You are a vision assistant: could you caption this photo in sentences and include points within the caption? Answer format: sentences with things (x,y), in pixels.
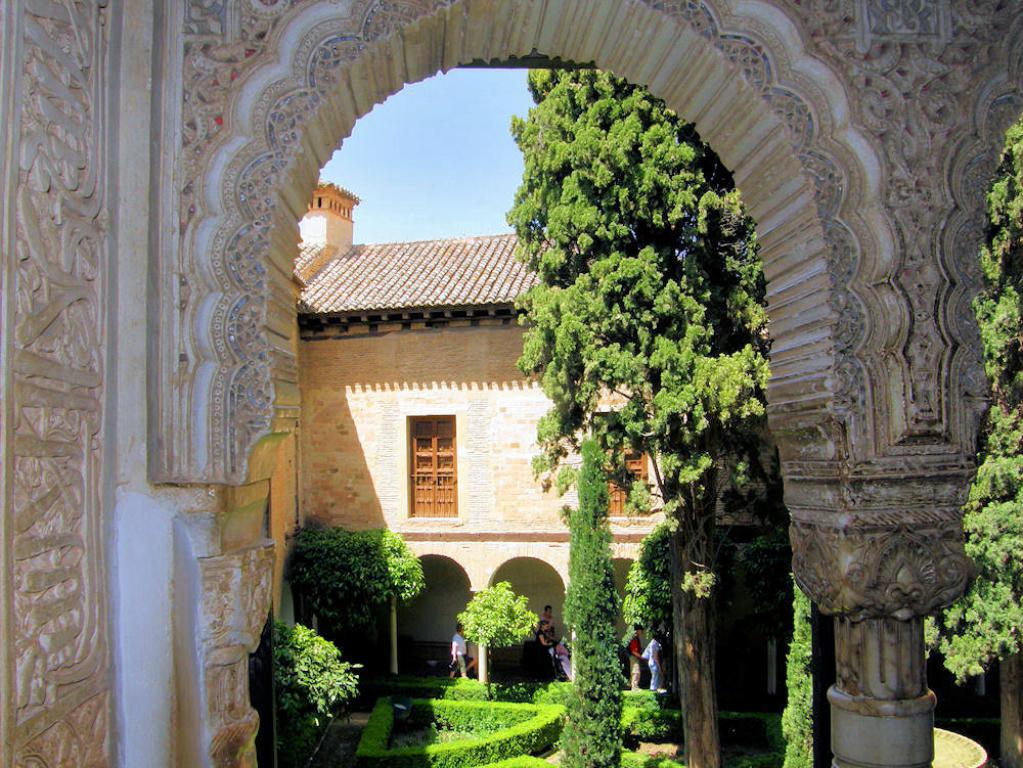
In this picture, it looks like an arch (712,97). Behind the arch (257,720) there are hedges (439,702), trees (488,610), a group of people (460,645) and a building (418,618). Behind the building (414,371), there is the sky (441,150).
